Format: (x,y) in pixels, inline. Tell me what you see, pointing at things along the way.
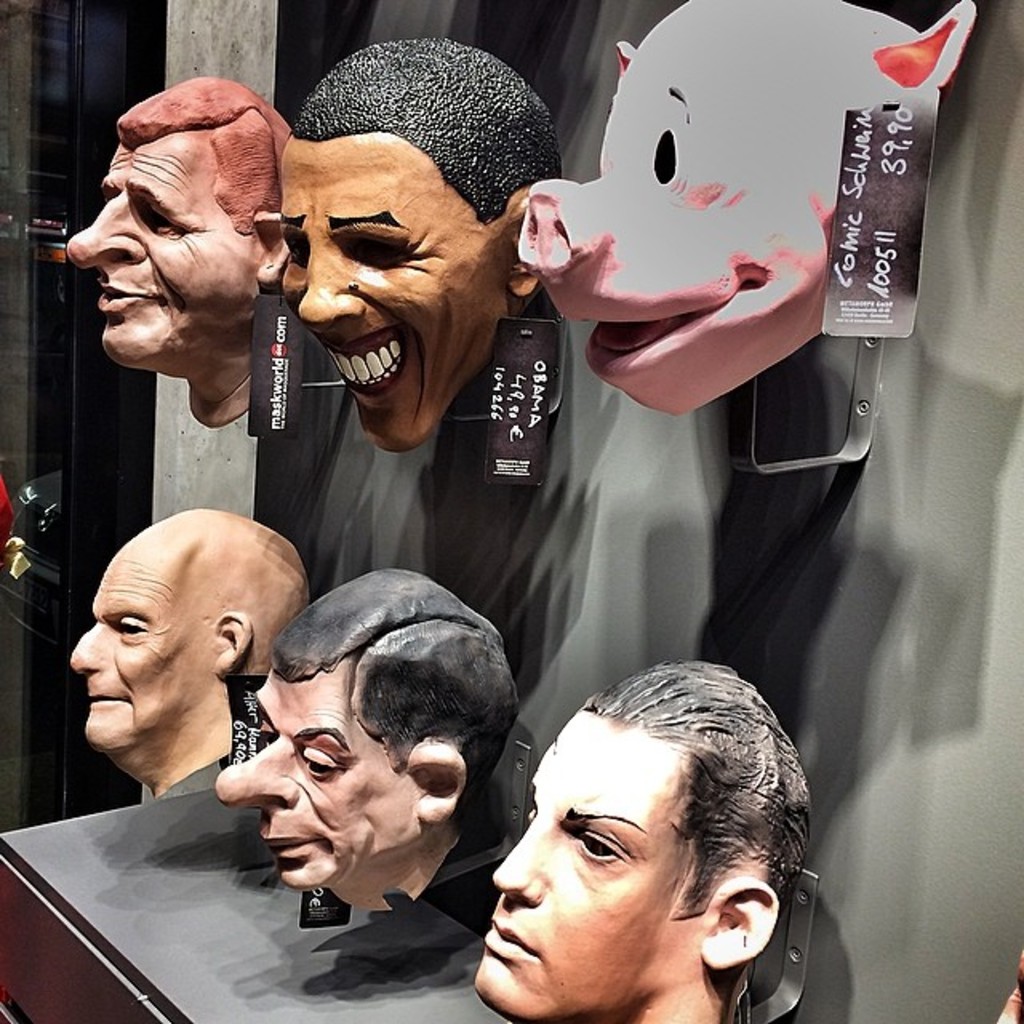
In this picture there are different types of masks (615,349). At the back (63,465) it looks like a door (91,110). At the bottom (468,1018) it looks like a table (211,890). There are price tags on the masks (698,822) and there is text (513,463) on the price tags (312,898).
